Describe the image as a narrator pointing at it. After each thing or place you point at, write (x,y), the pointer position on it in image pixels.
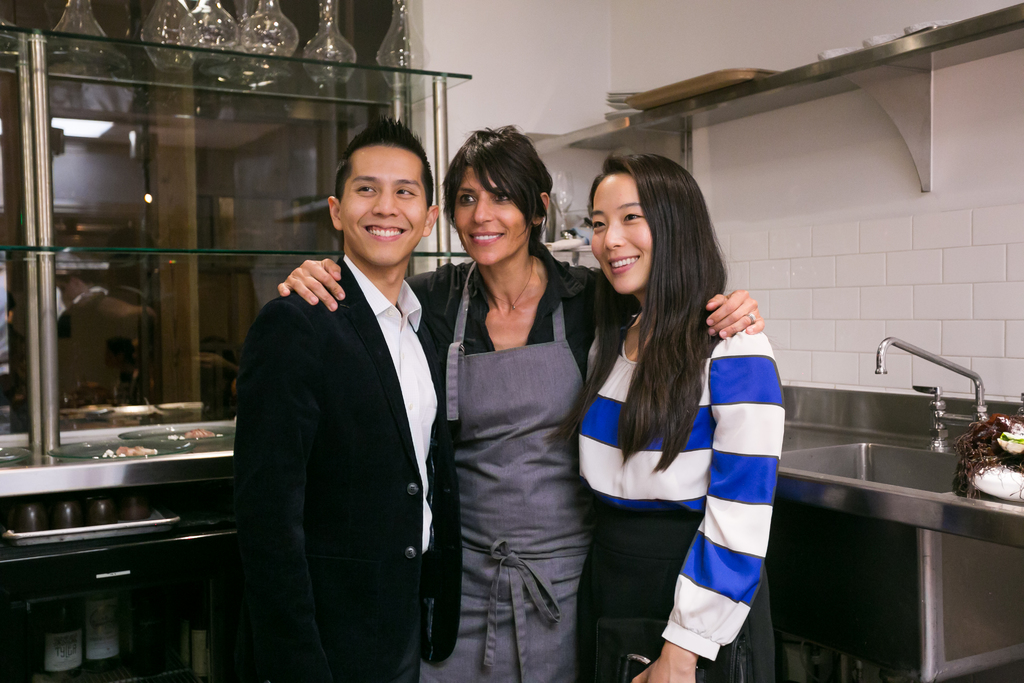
In this image we can see three people (479,384) standing and smiling, on the right side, we can see a sink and some objects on the shelf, in the background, we can see some objects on the glass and in the racks (37,549) we can see some bottles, cups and a tray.
